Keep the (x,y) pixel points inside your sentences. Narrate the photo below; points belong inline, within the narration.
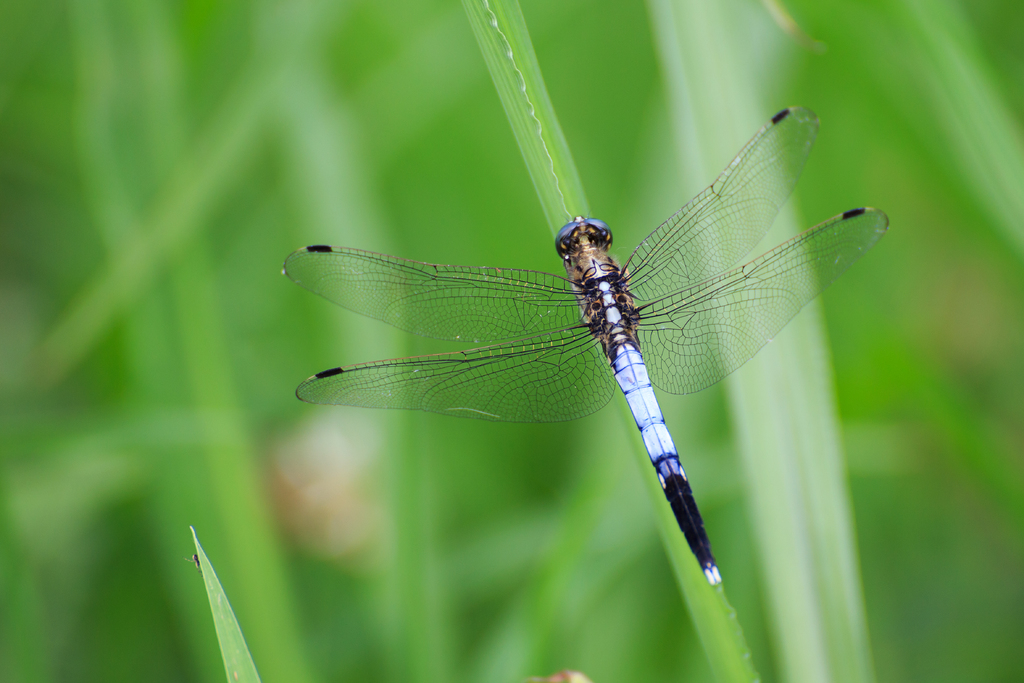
In this picture there is a dragonfly (629,280) on the leaf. At the back (857,358) there are plants (836,381) and the image is blurry.
